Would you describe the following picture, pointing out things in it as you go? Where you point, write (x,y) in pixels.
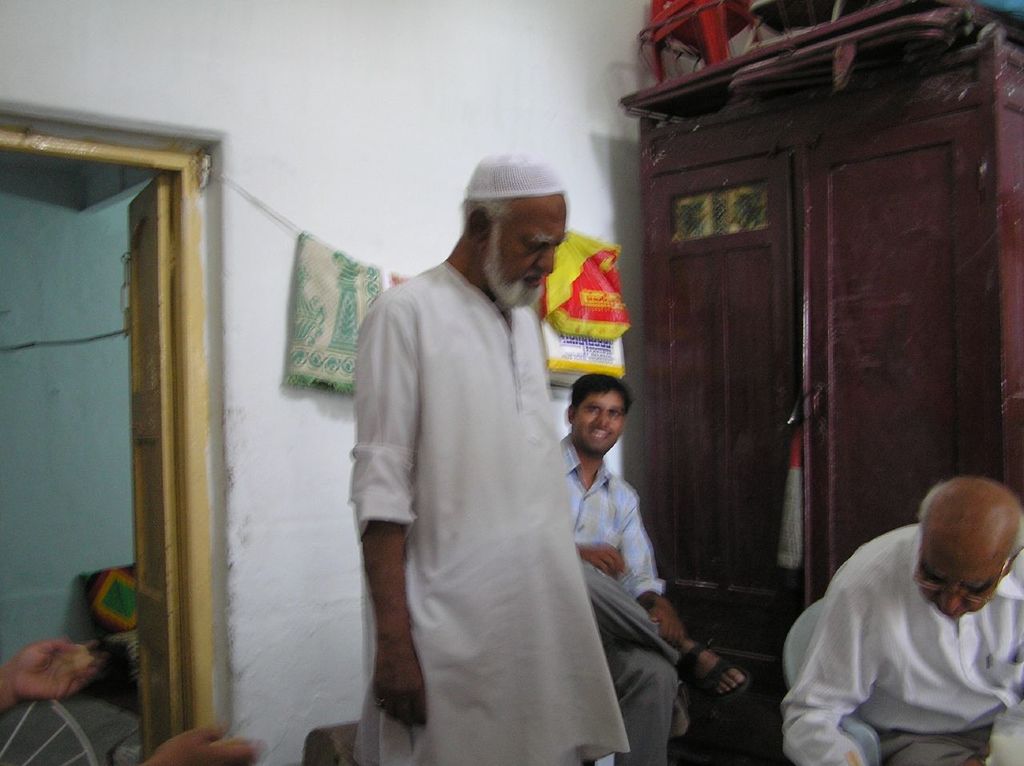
In this image there is a person (554,540) standing, two persons (971,736) are sitting on the chairs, cupboard (711,473), there are some objects (667,66) on it, covers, wall (99,562), pillow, door (150,466).
